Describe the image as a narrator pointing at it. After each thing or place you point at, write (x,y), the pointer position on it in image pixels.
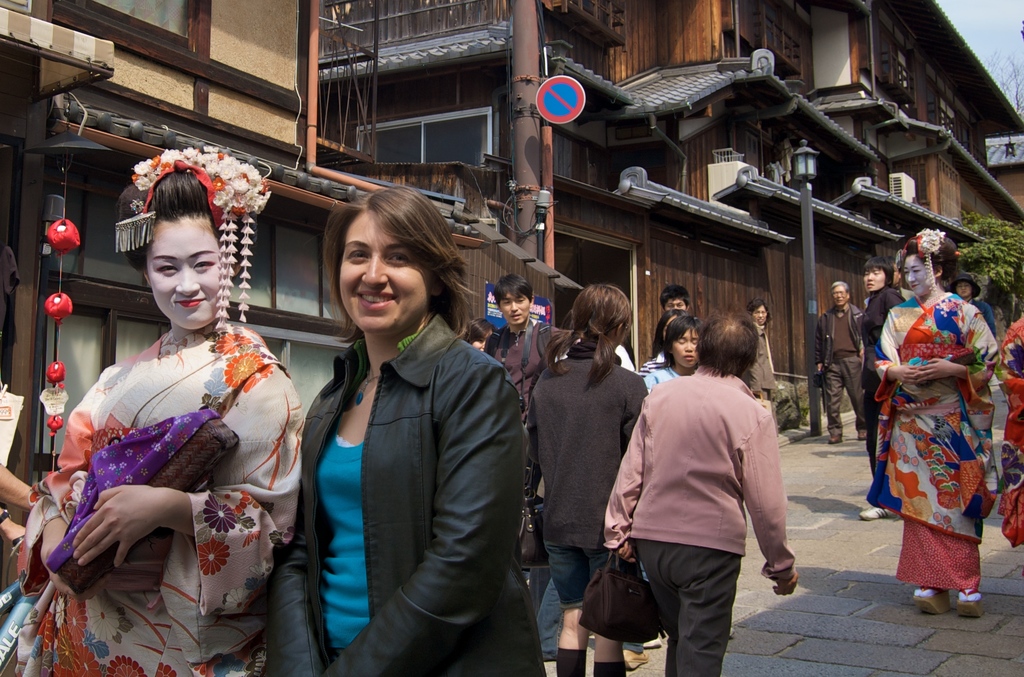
In this image there are a few people (561,457) walking on the road (992,476). In the background (670,94) there are buildings (403,38), trees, a pole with a sign board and the sky (1009,85).
